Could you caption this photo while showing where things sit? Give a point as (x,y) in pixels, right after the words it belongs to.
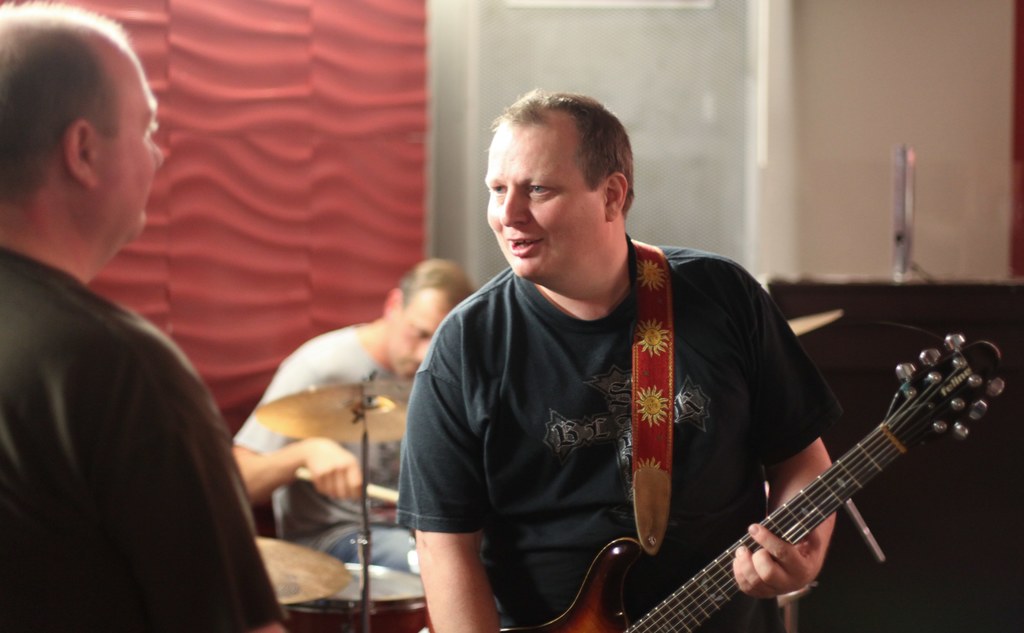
In this Image I see 3 men (60,52) in which these 2 are standing and this man (566,238) is holding a guitar (975,376) in his hand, In the background (335,450) I see a man (329,465) who is holding sticks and sitting near to the drums (388,588), In the background (370,50) I see the wall (786,9).
